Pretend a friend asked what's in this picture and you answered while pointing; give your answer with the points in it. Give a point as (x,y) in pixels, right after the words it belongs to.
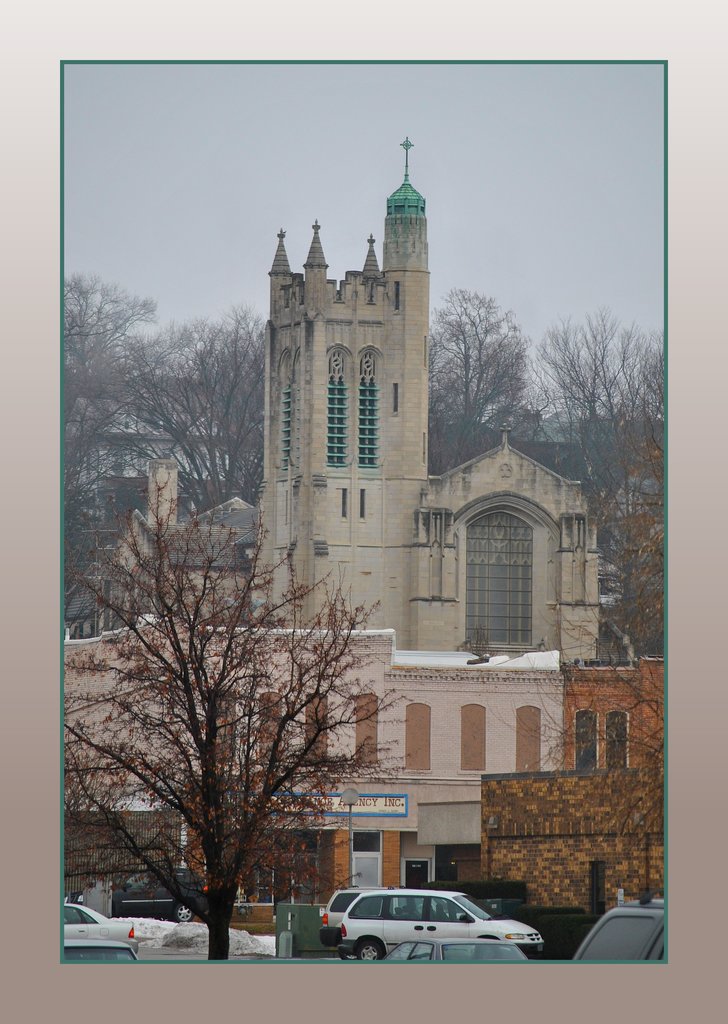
In this image we can see cars (344,926), trees (256,802) and buildings (381,432).
